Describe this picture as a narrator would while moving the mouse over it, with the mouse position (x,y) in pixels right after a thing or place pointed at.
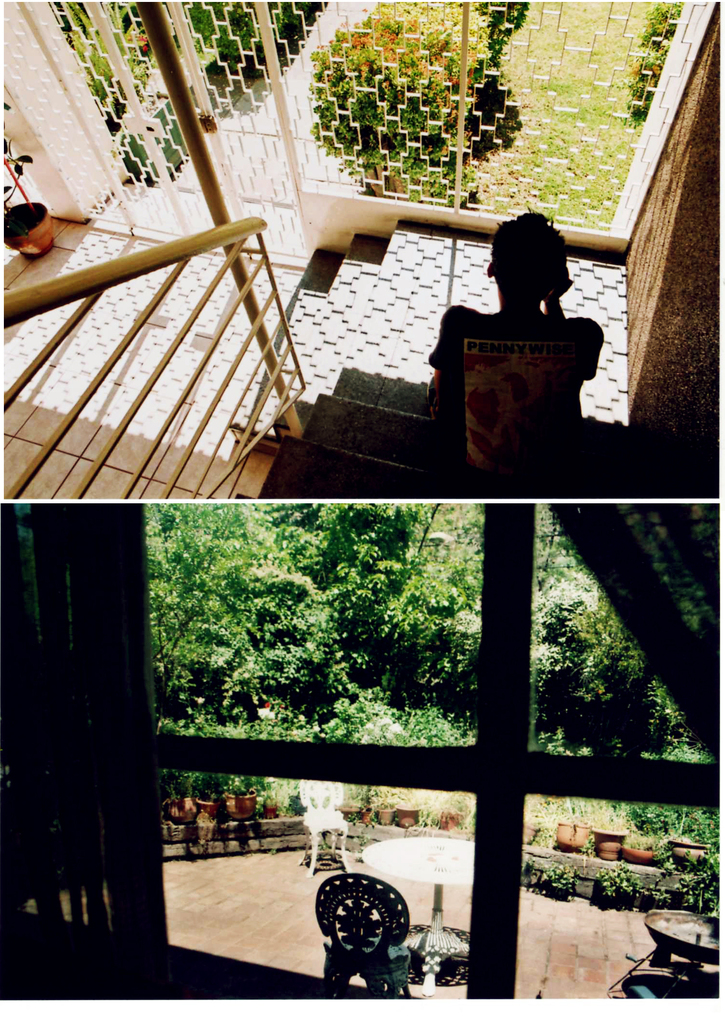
This is a collage picture and in this picture we can see a table (436,868), chairs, windows (141,648), house plant (20,226), trees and a person (466,330) sitting on steps (414,450).
